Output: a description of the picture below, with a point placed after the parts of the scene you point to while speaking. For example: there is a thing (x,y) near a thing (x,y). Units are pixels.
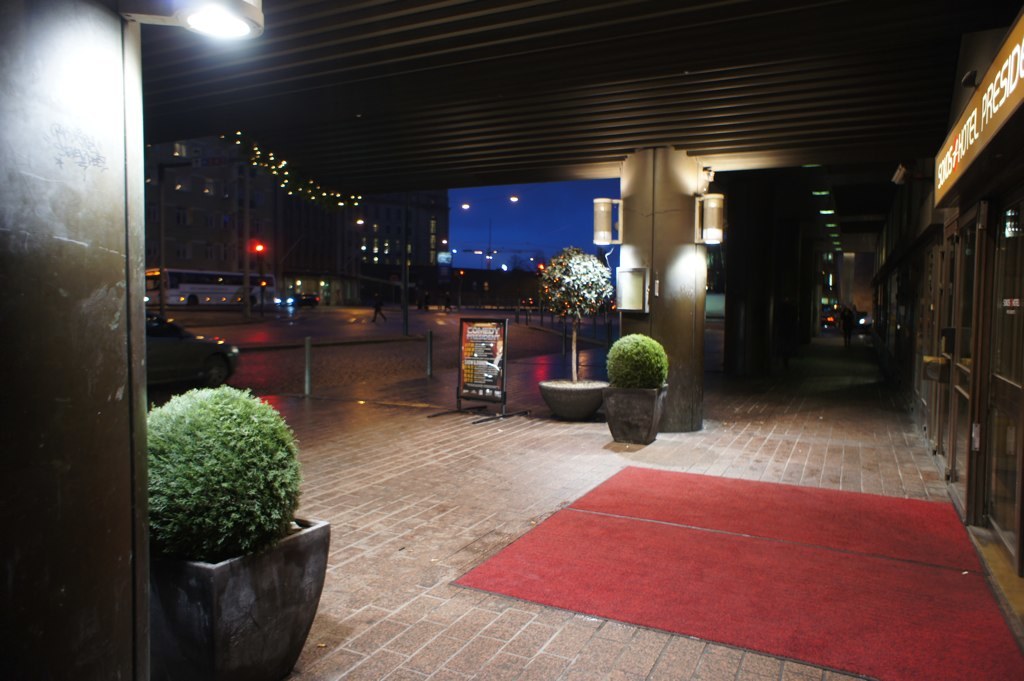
In this image there is a person (847,314) walking on the pavement (815,423). At the bottom of the image (610,521) there is a mat (610,521) on the floor (545,476). There are flower pots (155,444) and a board (465,386). On the right side of the image (936,414) there are glass doors (976,449). There are pillars (803,298), poles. On the left side of the image (289,303) there are vehicles (309,302) on the road (349,325). There are people (378,307). There are traffic lights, lamp posts (489,269), buildings (385,257). At the top of the image (559,211) there is sky (573,204).
